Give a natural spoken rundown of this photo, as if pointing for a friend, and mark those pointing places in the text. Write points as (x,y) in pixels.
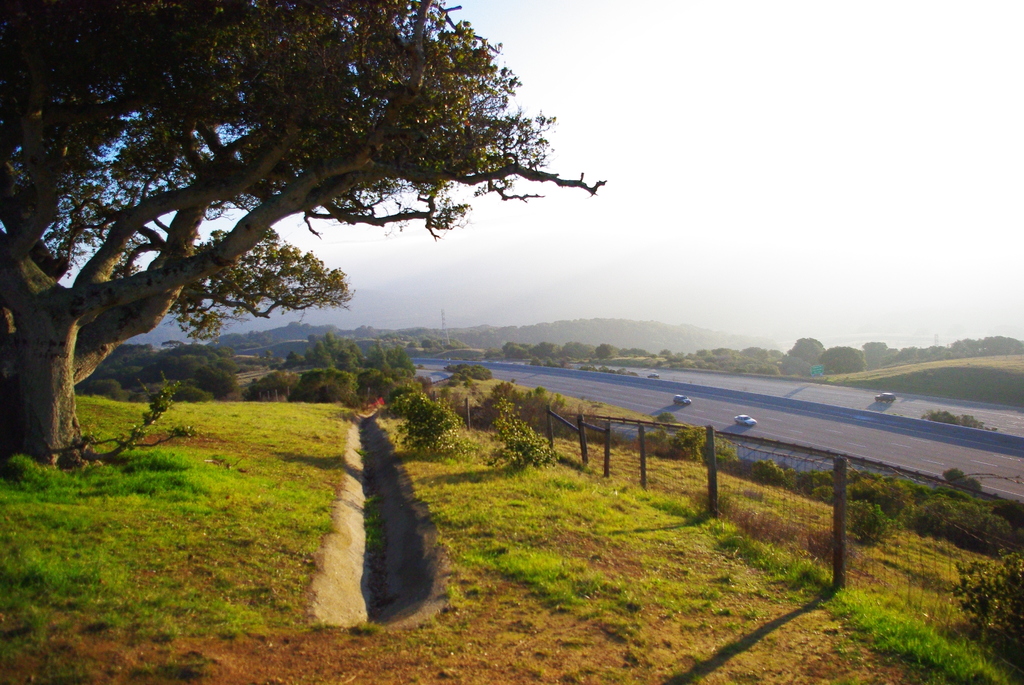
In this image I can see ground (434,535), road (634,401), grass (640,499), plants (924,508), number of trees (350,358), shadows (695,670) and over there I can see few vehicles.
